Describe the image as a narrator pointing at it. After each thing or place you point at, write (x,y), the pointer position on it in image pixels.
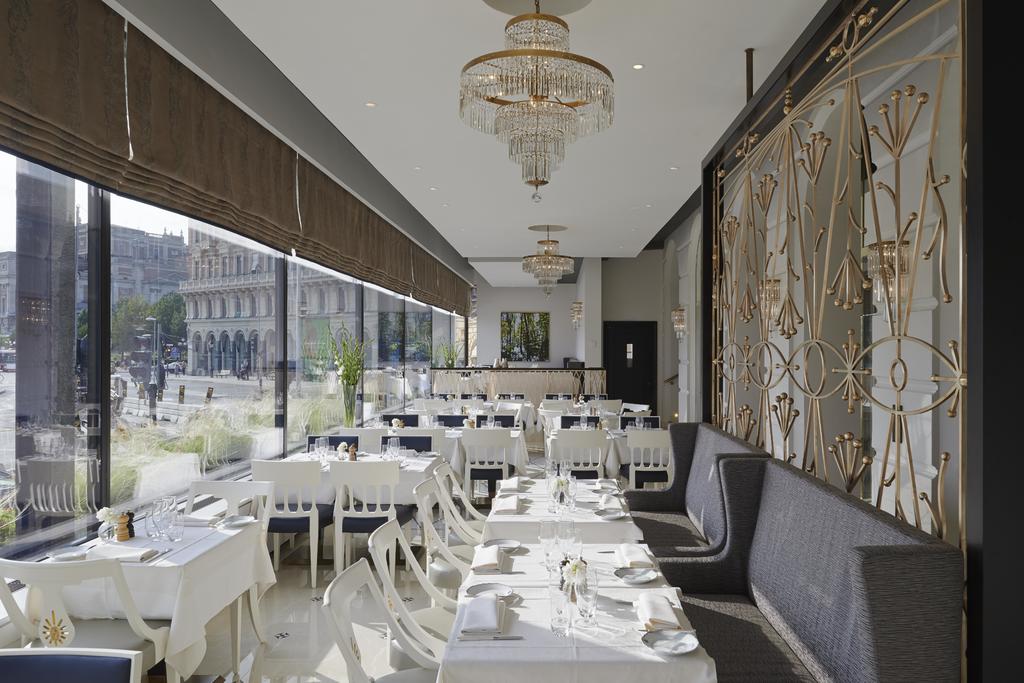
In this image we can see there are some chairs (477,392), sofas (712,486) and tables (601,584), on the tables (585,516), we can see some clothes (489,613), plates (491,593) and other objects (593,602), there is a photo frame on the wall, at the top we can see chandeliers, through the glass (215,301) we can see some buildings (143,294) and trees (135,304).
